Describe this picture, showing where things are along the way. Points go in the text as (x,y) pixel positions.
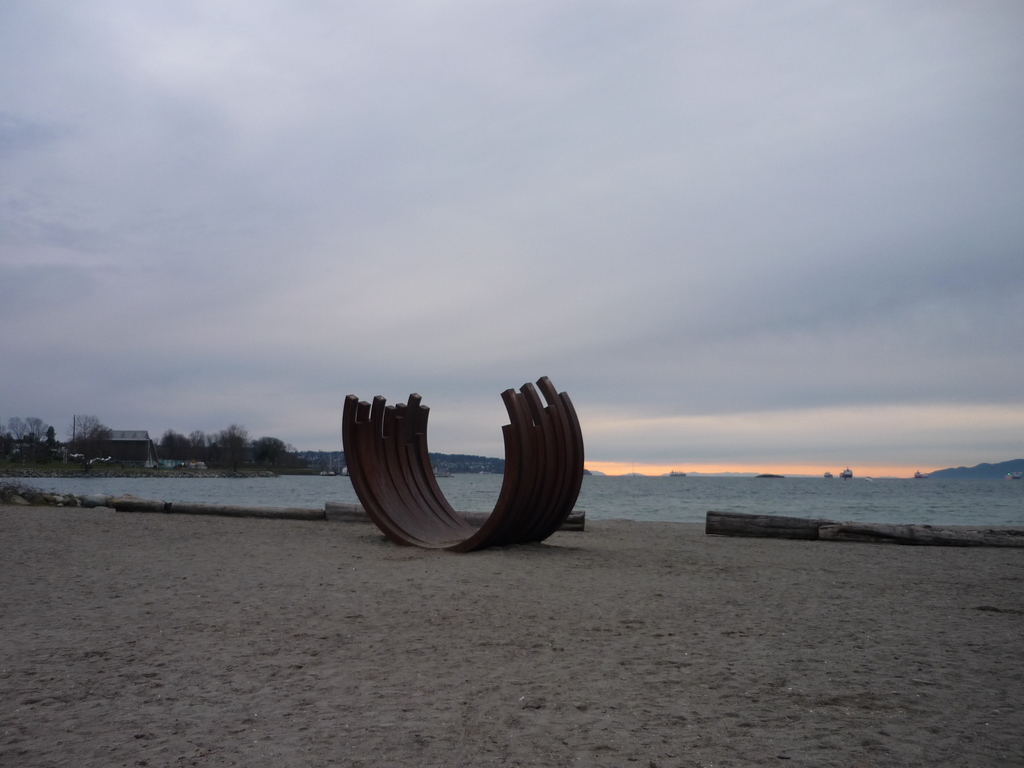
In this image we can see sculpture (405,521) and wooden logs (836,527) on the seashore (407,596), sea (842,515), buildings (130,464), trees (87,447), hills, ships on the water (720,484) and sky (475,259) with clouds (366,328).
